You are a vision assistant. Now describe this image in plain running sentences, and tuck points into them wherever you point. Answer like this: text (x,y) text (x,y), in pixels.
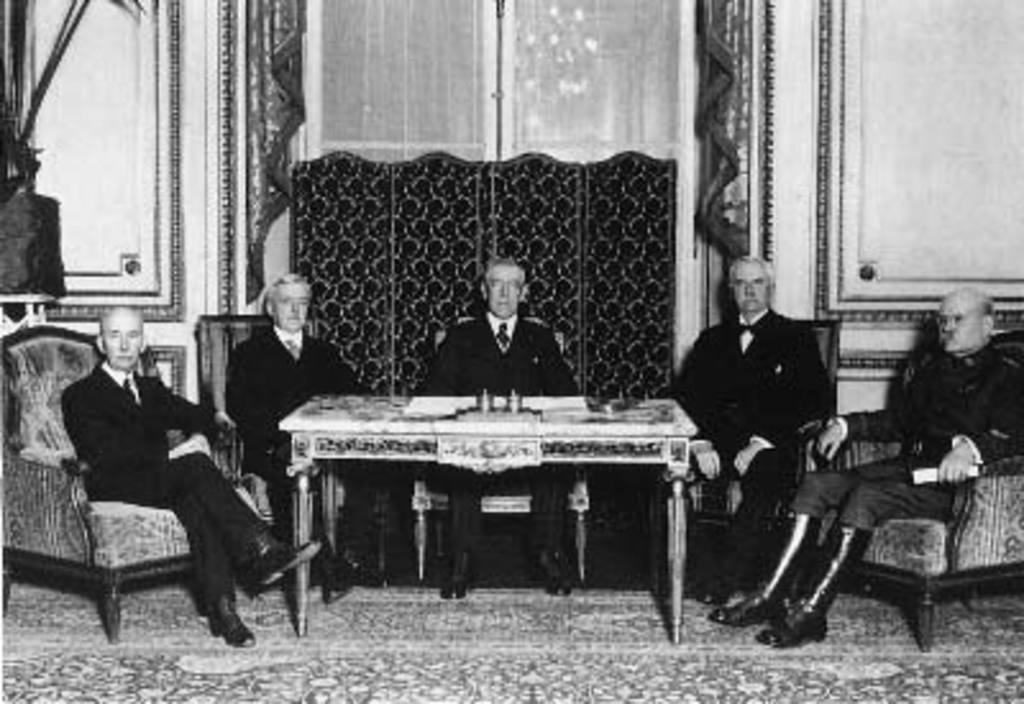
This is completely black and white picture. In this picture we can see five men (492,358) sitting on chairs (65,457) in front of a table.
